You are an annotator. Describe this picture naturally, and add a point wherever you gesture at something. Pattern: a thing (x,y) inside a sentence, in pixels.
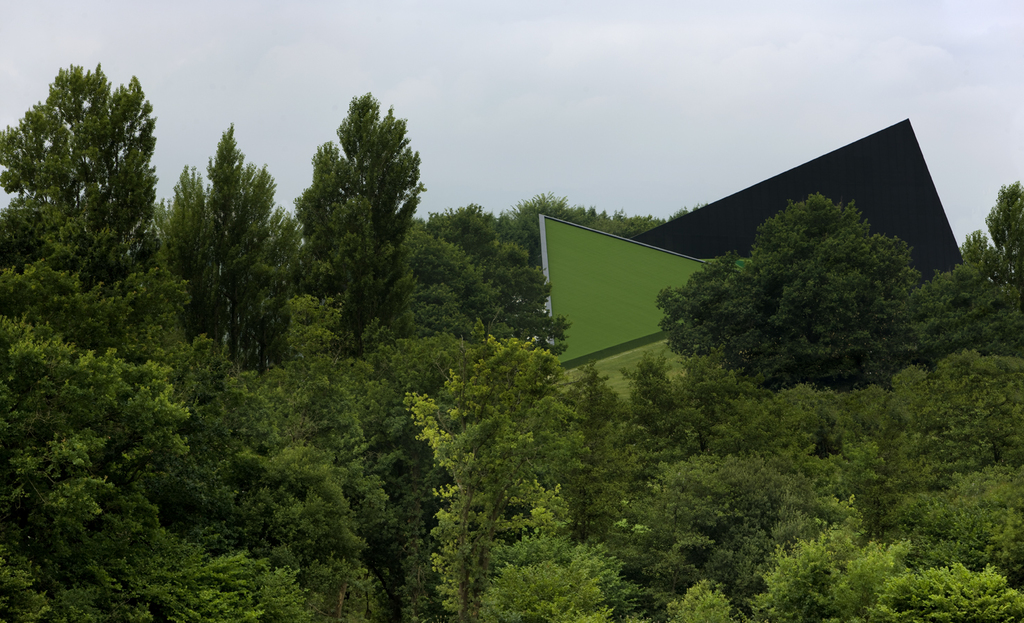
In the picture I can see trees (476,442) and some other objects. In the background (636,101) I can see the sky (579,103).
